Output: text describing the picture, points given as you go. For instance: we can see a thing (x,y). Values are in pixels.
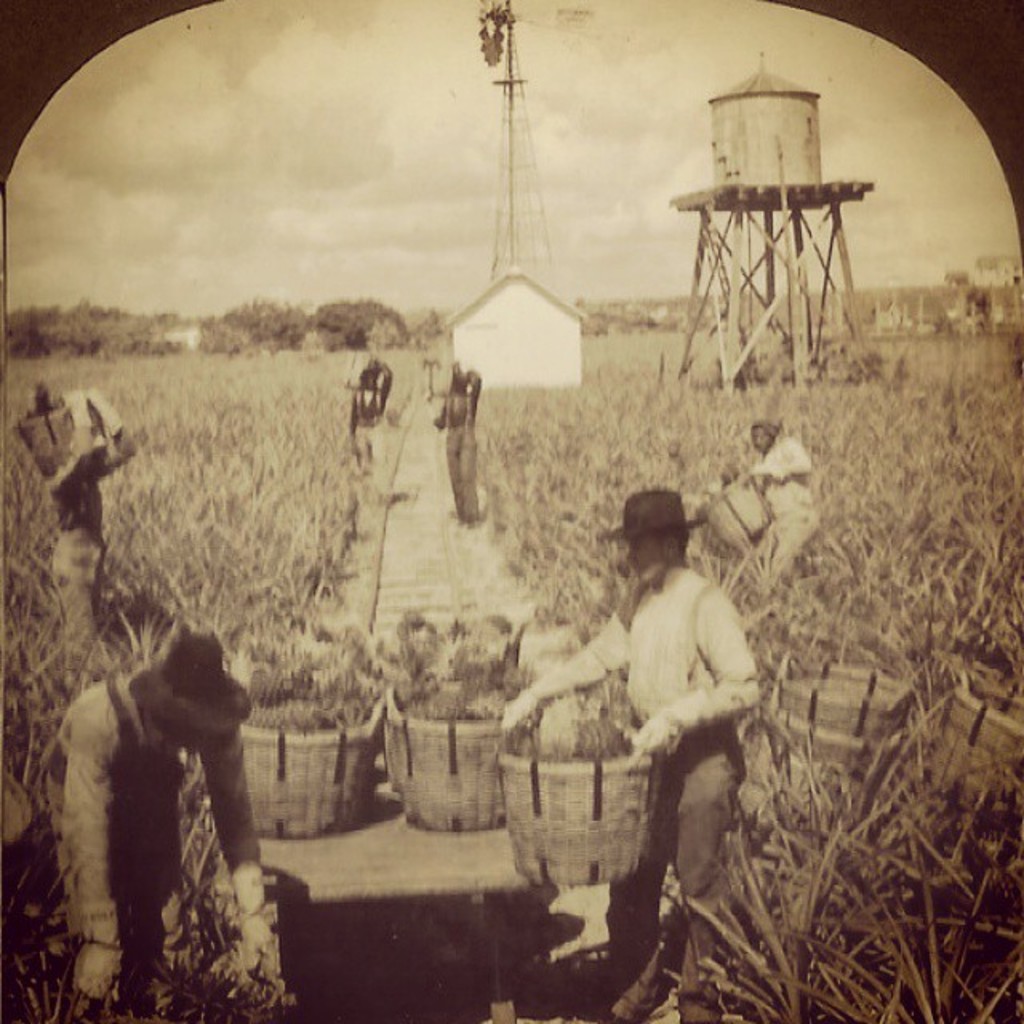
In this picture we can see few plants (303,467), group of people (706,739) and baskets (428,754), in the background (494,348) we can see towers (512,178), a house (533,326) and few trees (214,326), it is a black and white photography.
